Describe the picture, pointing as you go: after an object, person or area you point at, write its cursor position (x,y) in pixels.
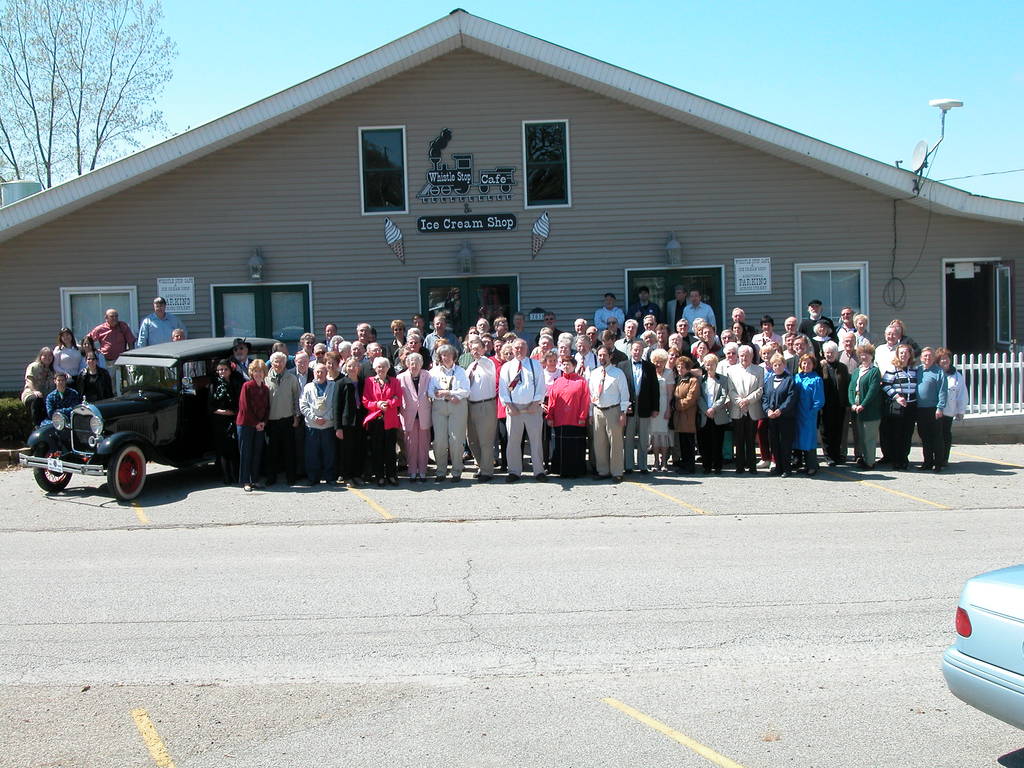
In this image I can see a road (655,610), few vehicles (966,597) and in the background (387,435) I can see number of people (387,435) are standing. I can also see a building (364,272), number of boards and on these boards (432,225) I can see something is written. I can also see a tree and the sky (935,61) in the background (598,38).
